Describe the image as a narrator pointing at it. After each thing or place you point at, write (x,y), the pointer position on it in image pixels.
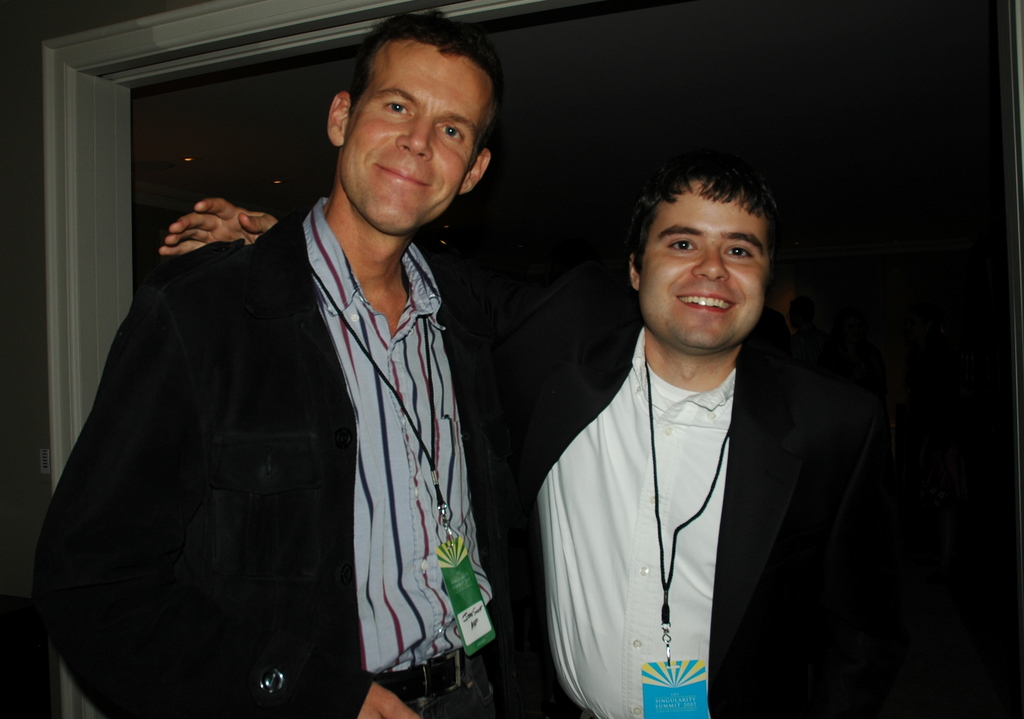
In this picture I can see there are two men (578,389) standing and smiling. They are wearing blazers (534,530) and smiling. In the backdrop (184,170) I can see there is a window (223,196) and a wall (2,265).
